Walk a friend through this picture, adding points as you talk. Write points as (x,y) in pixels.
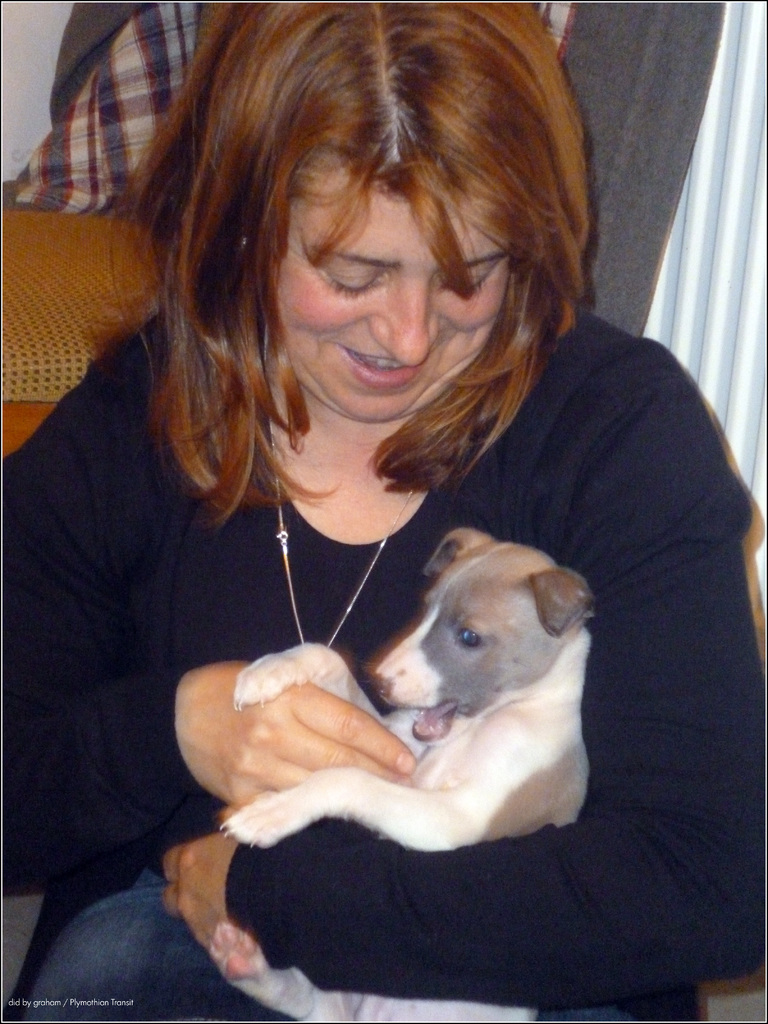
There is a woman (363,750), hold a dog (432,721) in her hands (399,763) and smiling.
